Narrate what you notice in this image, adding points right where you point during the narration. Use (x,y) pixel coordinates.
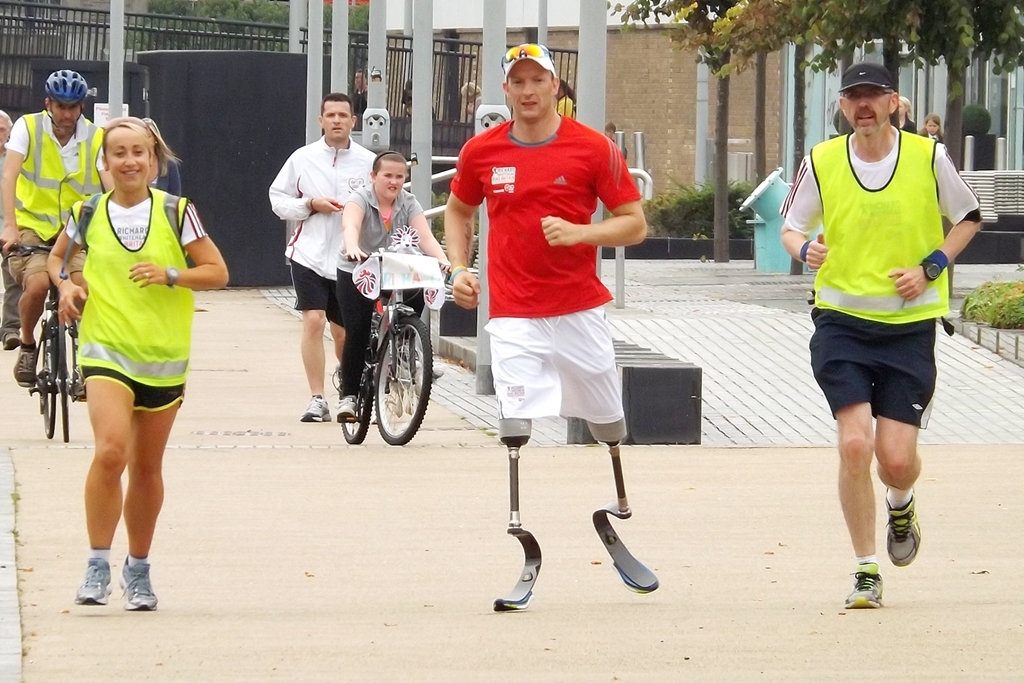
In this image there are group of people (465,246) a man (94,141) and a woman (379,180) are riding the bi-cycle (75,348) and the rest of them are running on the roads (440,429), most of the people (857,526) who are running are wearing the shoes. At the back (257,41) i can see a railing (270,41). a tree (248,18) and some poles (427,43). Beside the road (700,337) there is building (972,62), in front of the building (944,74) there is a woman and a child (931,125) standing.
